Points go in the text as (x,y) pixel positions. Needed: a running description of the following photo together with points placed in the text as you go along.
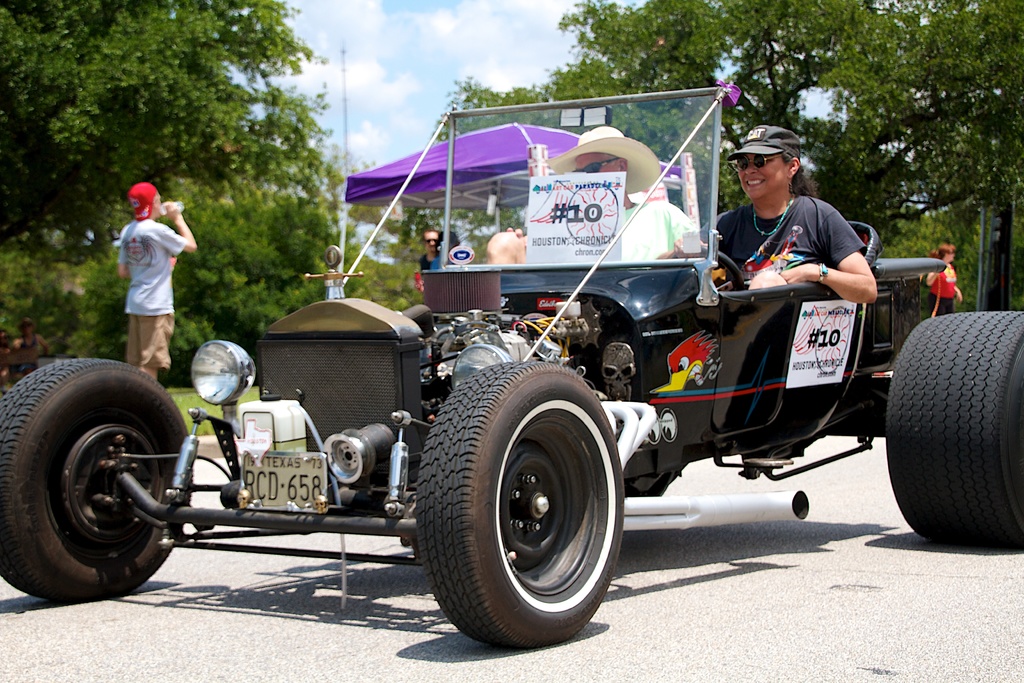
There are two people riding a four wheeler (901,311) on the road (842,538) behind them there is a tent (498,219) and trees (39,2).
